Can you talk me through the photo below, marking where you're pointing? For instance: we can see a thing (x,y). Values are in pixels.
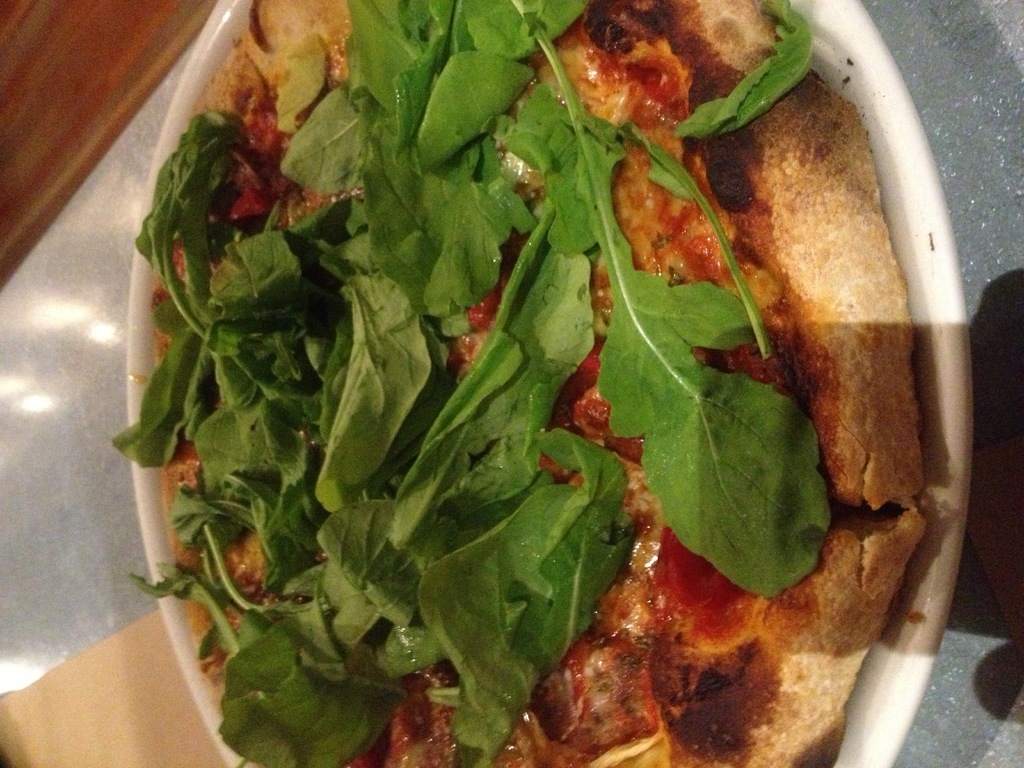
In the image there is a pizza (797,664) with leaves (455,459) above it on a plate (917,246) in front of the table (943,52).
